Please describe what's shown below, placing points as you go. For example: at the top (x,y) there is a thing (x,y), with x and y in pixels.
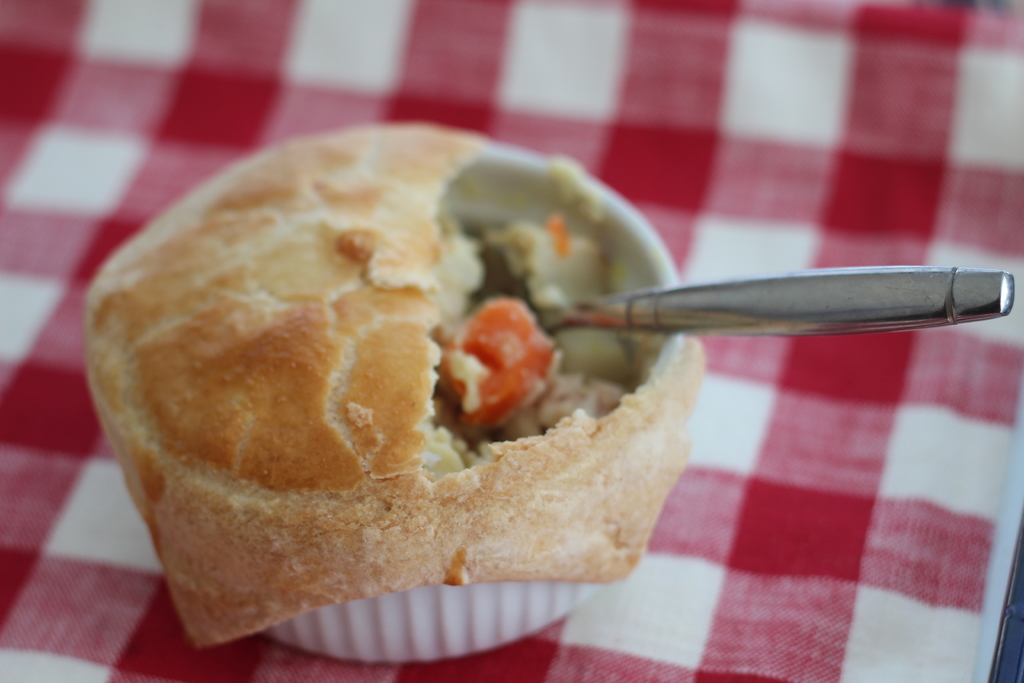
In this image we can see a food item (409,442) and a spoon (803,321) in a cup (440,591), it is placed on a cloth (553,90), which has red, and white color boxes (473,79) on it.
